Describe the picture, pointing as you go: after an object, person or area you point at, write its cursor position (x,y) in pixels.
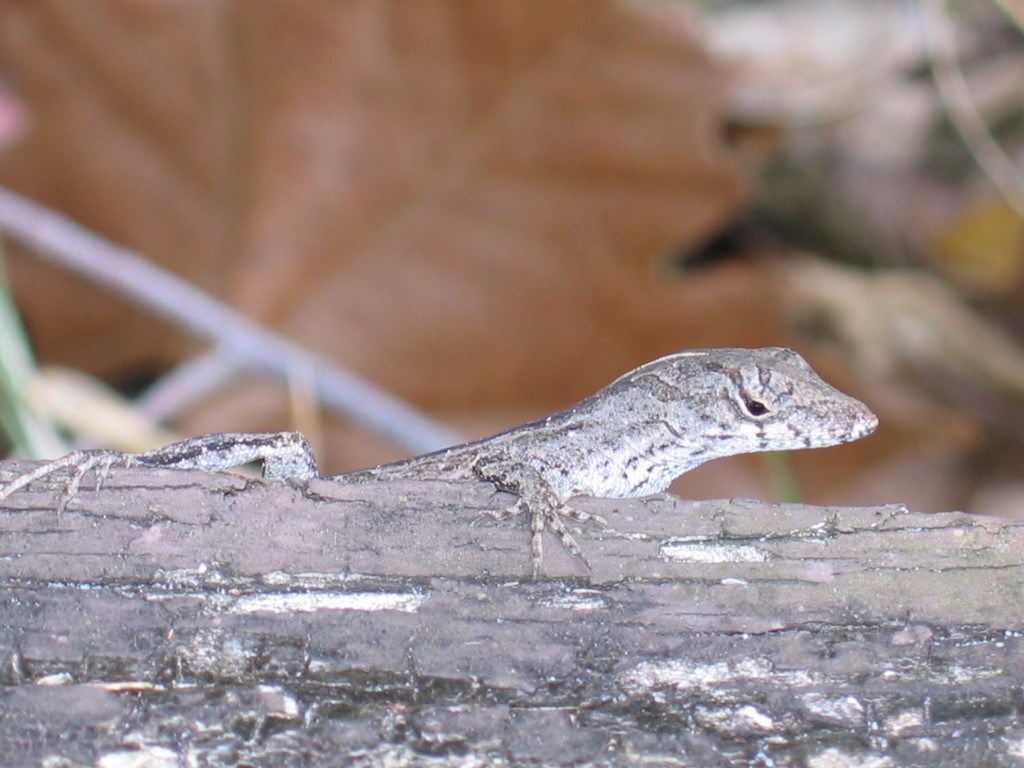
In this picture we can see lizard (735,453) which is on the wood (719,651). In the back (662,287) we can see brown color leaf (501,237).
